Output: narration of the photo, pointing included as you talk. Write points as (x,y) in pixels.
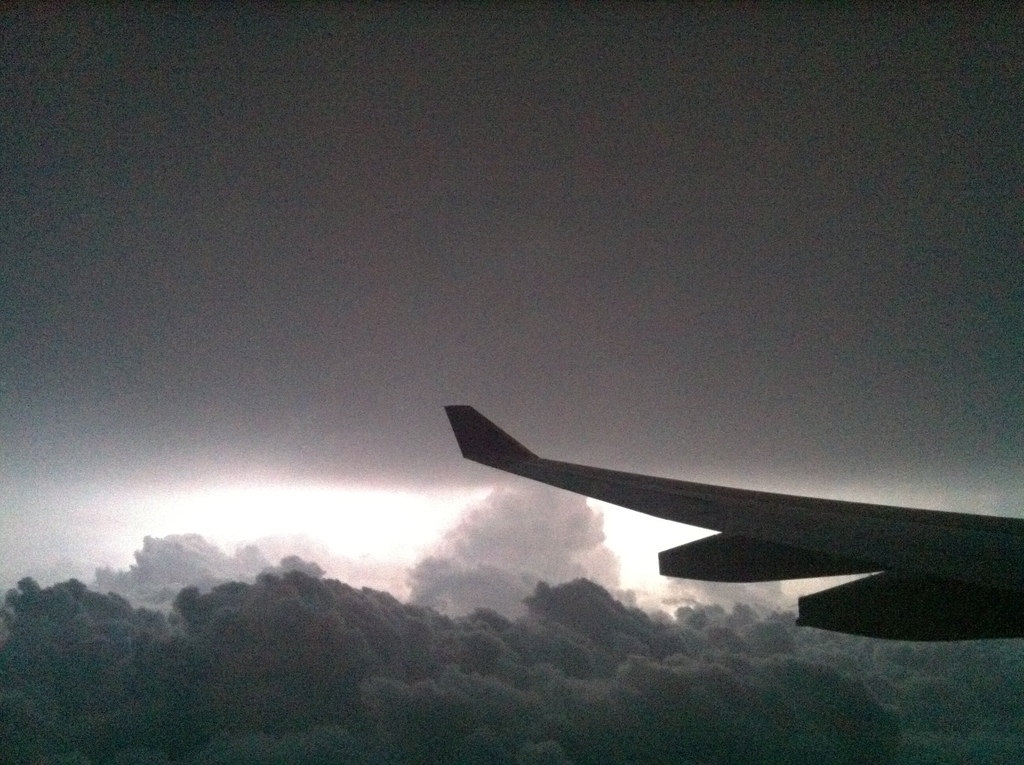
This image consists of a wing (759,555) of an airplane (692,570). In the background (552,288), we can see the clouds (75,625) in the sky (501,345).
